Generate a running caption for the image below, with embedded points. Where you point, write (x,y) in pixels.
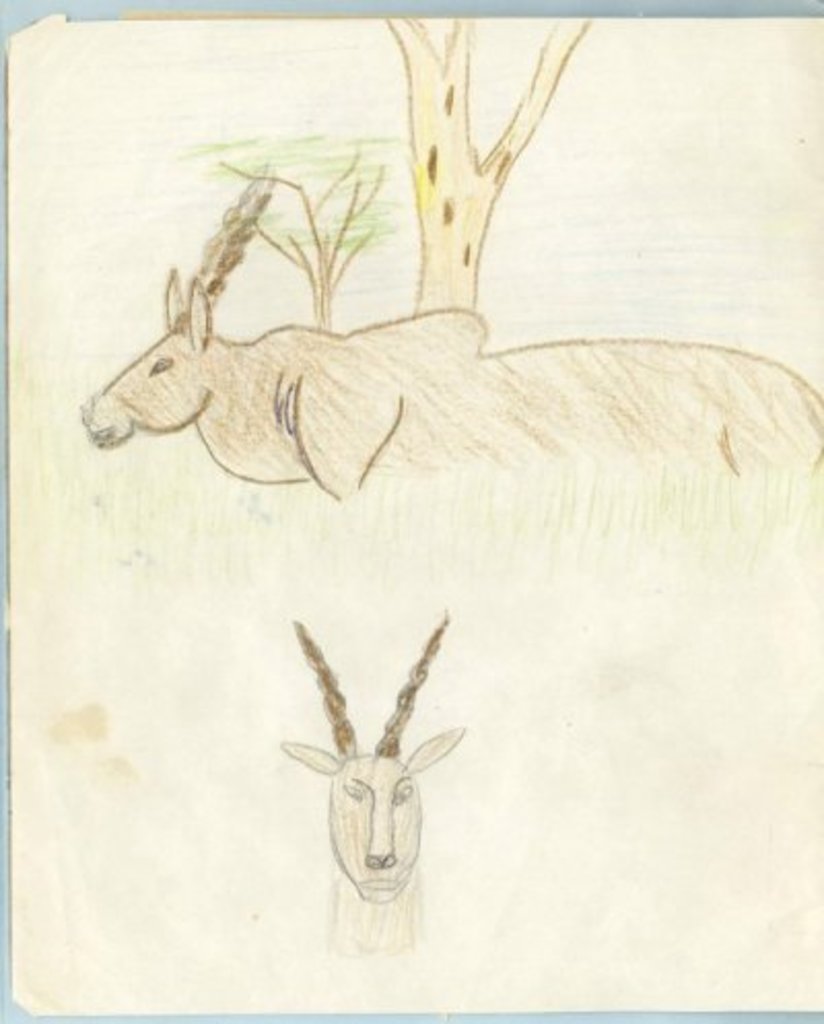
In this image we can see drawing (460,388) of two animals (402,458). In the background (467,188), we can see some trees (433,198).
